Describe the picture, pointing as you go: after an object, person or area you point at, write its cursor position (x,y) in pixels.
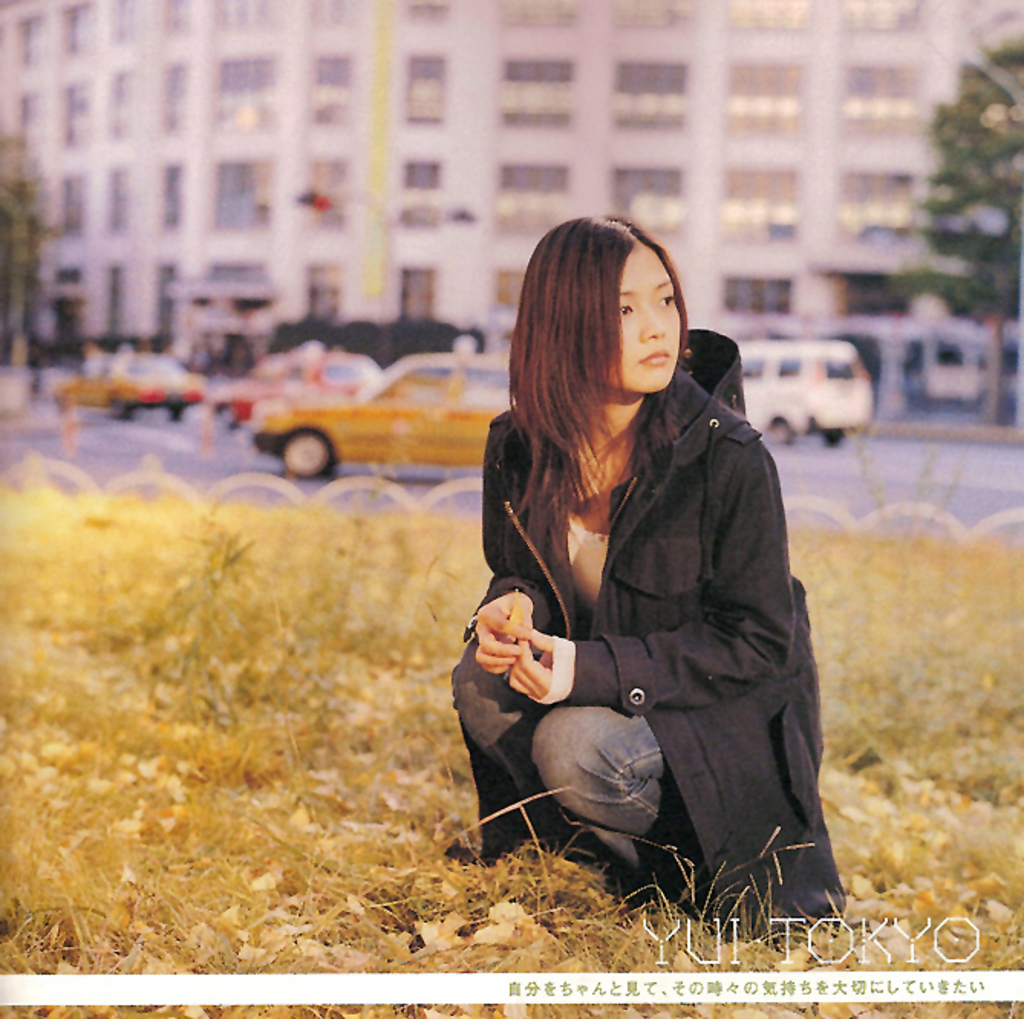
As we can see in the image there is dry grass (245,635), a woman (603,442) wearing black color jacket (732,568), vehicles (396,403), building (450,124) and a tree (971,102).
